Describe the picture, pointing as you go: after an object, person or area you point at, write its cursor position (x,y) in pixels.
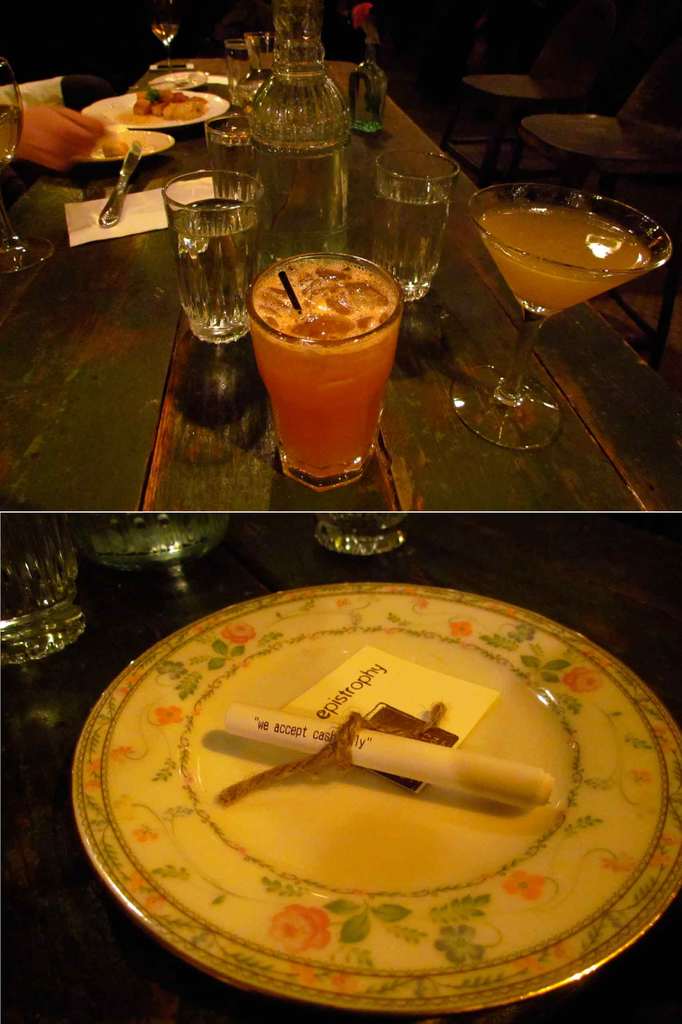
In this picture there is a glass (303,400), paper (132,223), knife (116,212), plate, food (140,114) in the table (112,178) and plate (247,653), paper (375,666) in the table (179,614).
